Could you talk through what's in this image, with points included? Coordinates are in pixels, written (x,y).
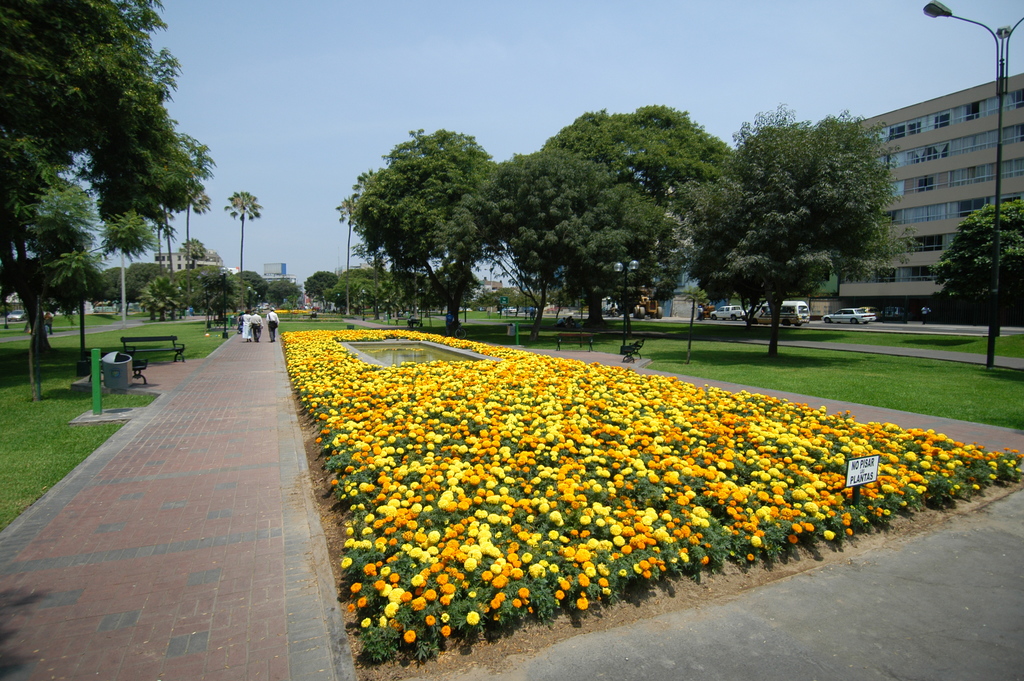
In the picture we can see a path (295,599) near it we can see a path (571,562) with full of plants (517,560) and flowers (586,561) to it which are yellow and orange in color and in the middle of it we can see water (459,359) and on the path (248,422) we can see some people (250,337) are walking and beside them we can see grass surface (121,396), trees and bench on it and on the other side we can see a grass surface (802,367) with some trees (352,305) and behind it we can see a building (992,176) and near it we can see a car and in the background (320,245) we can see a sky (322,144).
